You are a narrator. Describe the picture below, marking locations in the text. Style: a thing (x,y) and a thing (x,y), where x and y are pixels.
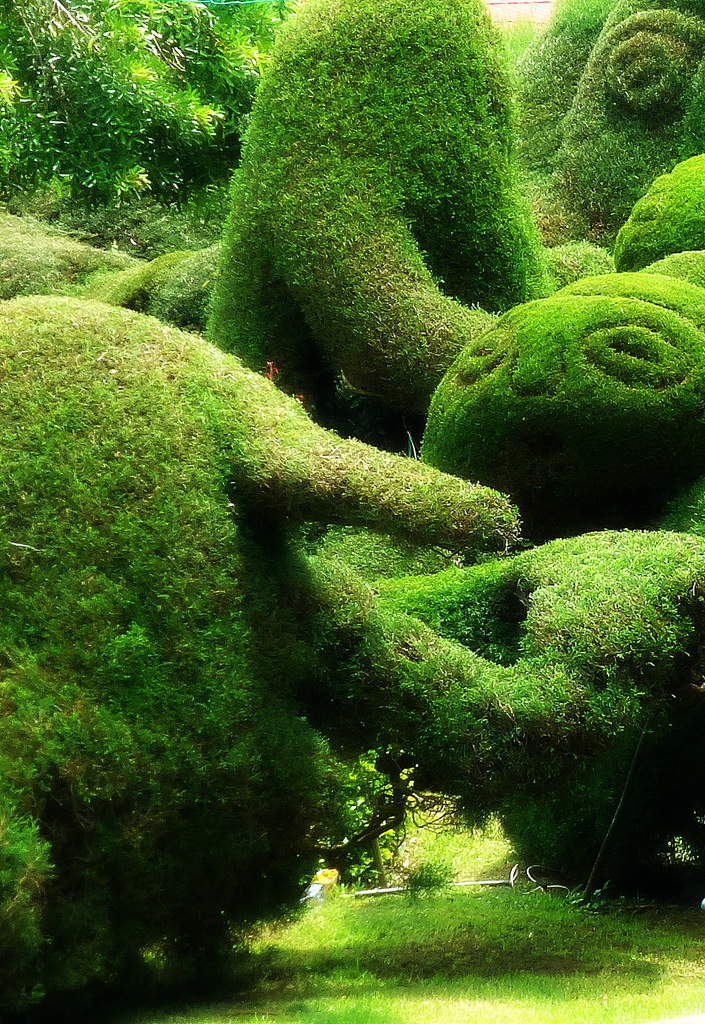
In the image there are bushes (379,356) in different shapes. And on the ground (385,898) there is grass (429,925).
